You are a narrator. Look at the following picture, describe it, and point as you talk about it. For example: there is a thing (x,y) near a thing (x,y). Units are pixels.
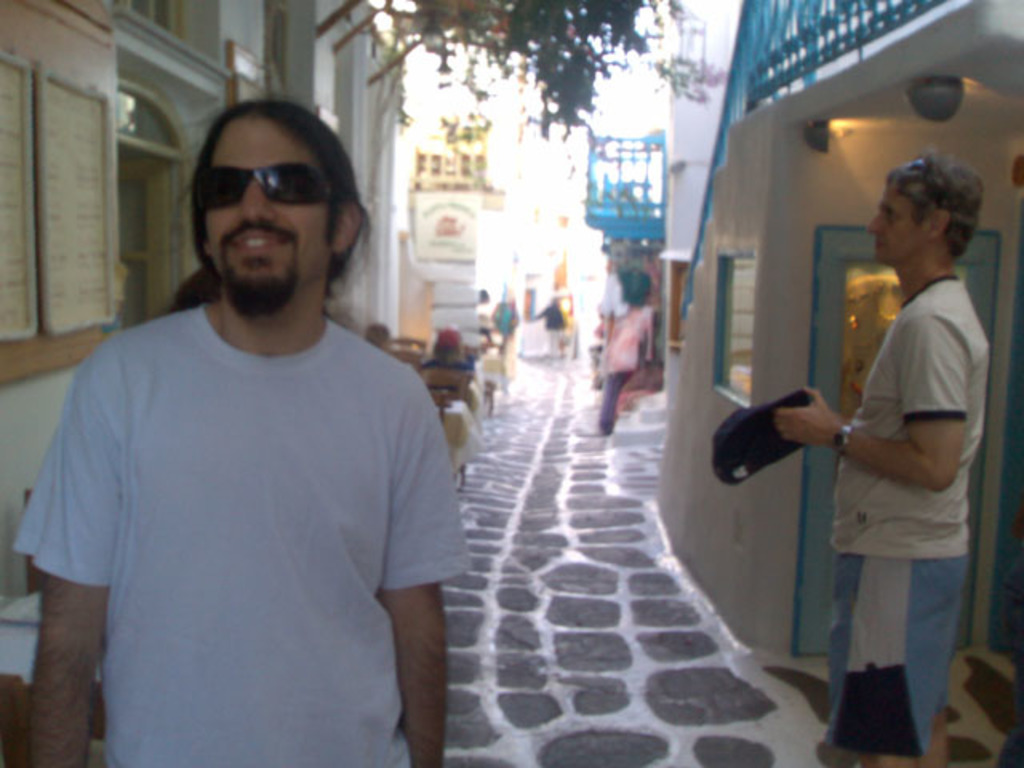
In this picture I can see two persons (149,680) standing, there are buildings (390,268), there is a tree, there are boards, lights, chairs (434,396), tables (450,412), and in the background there are few people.
